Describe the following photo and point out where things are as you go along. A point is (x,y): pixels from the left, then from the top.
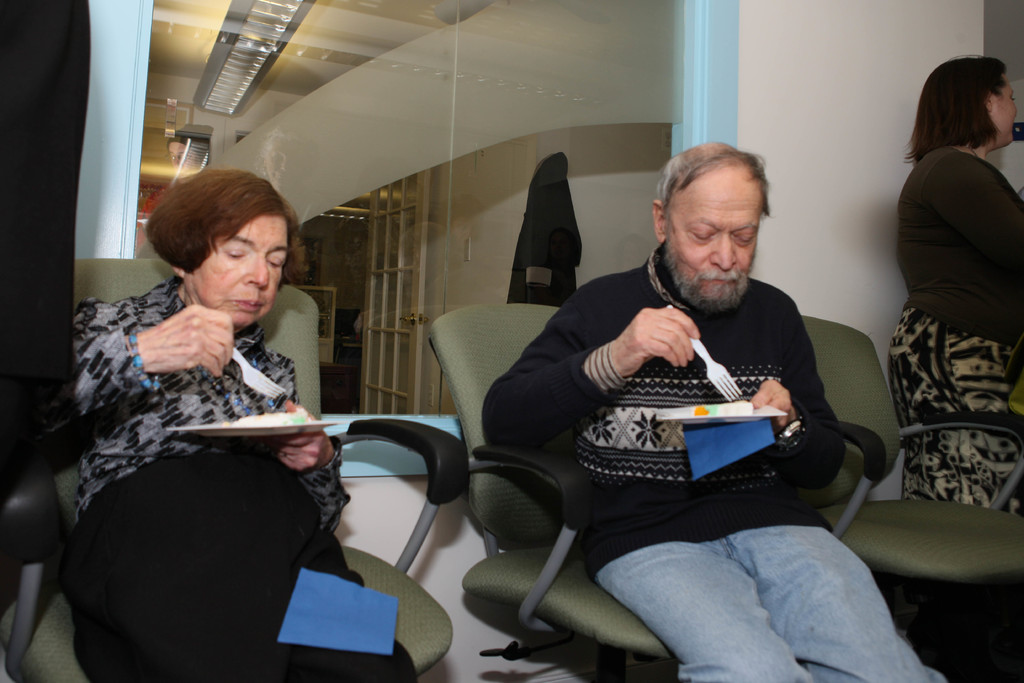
In this image we can see there are two persons (556,422) sitting on the chairs (521,458) and holding plates (761,413) and forks (736,396) with some food items (705,410). And we can see the other person (962,224) standing. In the background (472,157), we can see a glass (391,136), through the glass (393,150) we can see a cloth (536,225), door (397,194), box (330,393) and ceiling (217,45) with lights (258,49).
